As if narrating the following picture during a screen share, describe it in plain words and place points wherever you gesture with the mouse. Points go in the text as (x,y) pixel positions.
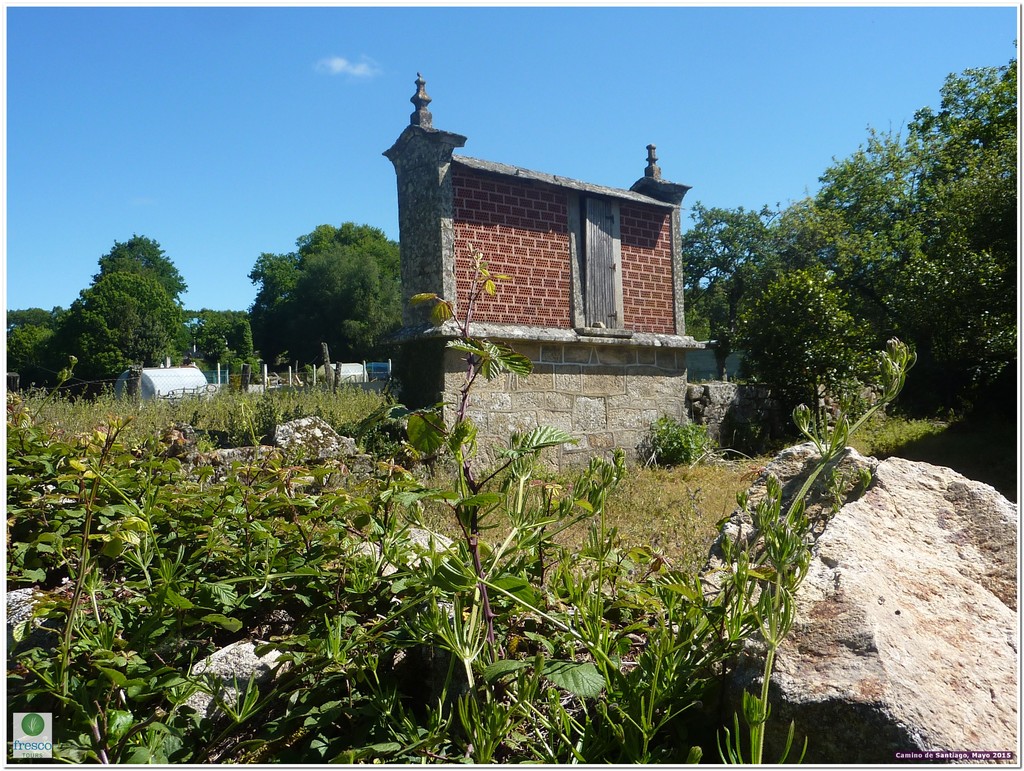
In the center of the image (597,484) we can see the sky (488,45), clouds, trees (390,351), plants (100,675), grass (682,542), stones (906,532), poles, tents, one building (557,374), etc. In the bottom left side of the image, there is a logo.
